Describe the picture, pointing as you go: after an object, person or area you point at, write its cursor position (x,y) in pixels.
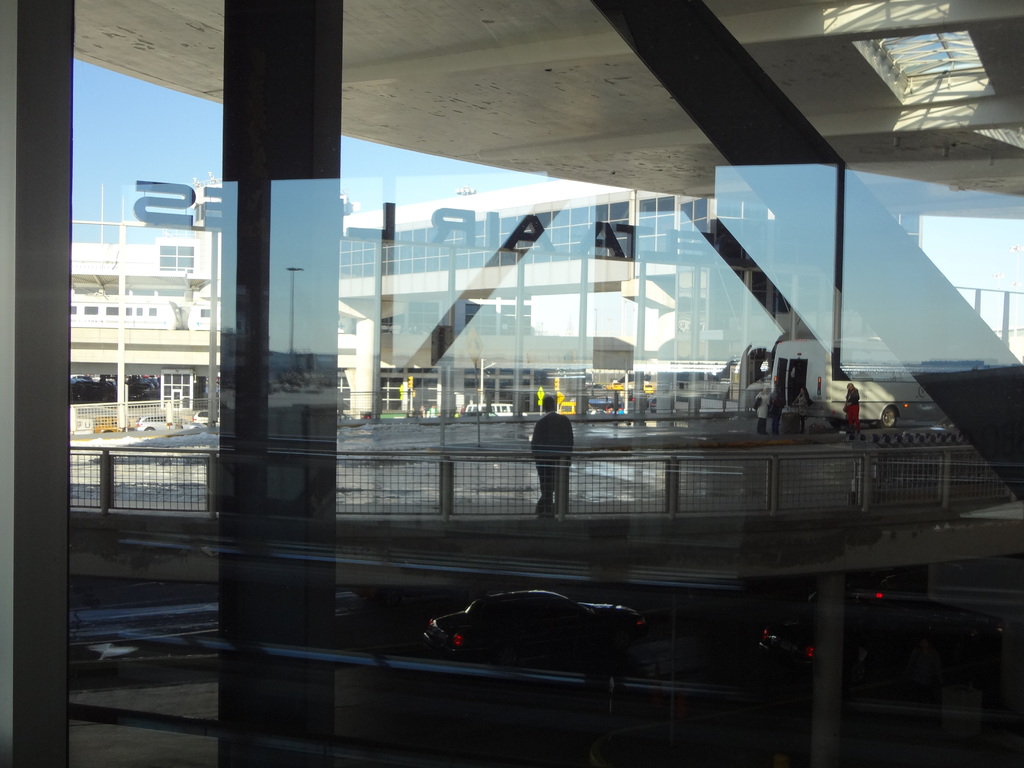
In this picture we can see the glass (443,658), fences (339,486), vehicles (536,622), some people (549,501), buildings (338,307), some objects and in the background (152,110) we can see the sky (175,167).
